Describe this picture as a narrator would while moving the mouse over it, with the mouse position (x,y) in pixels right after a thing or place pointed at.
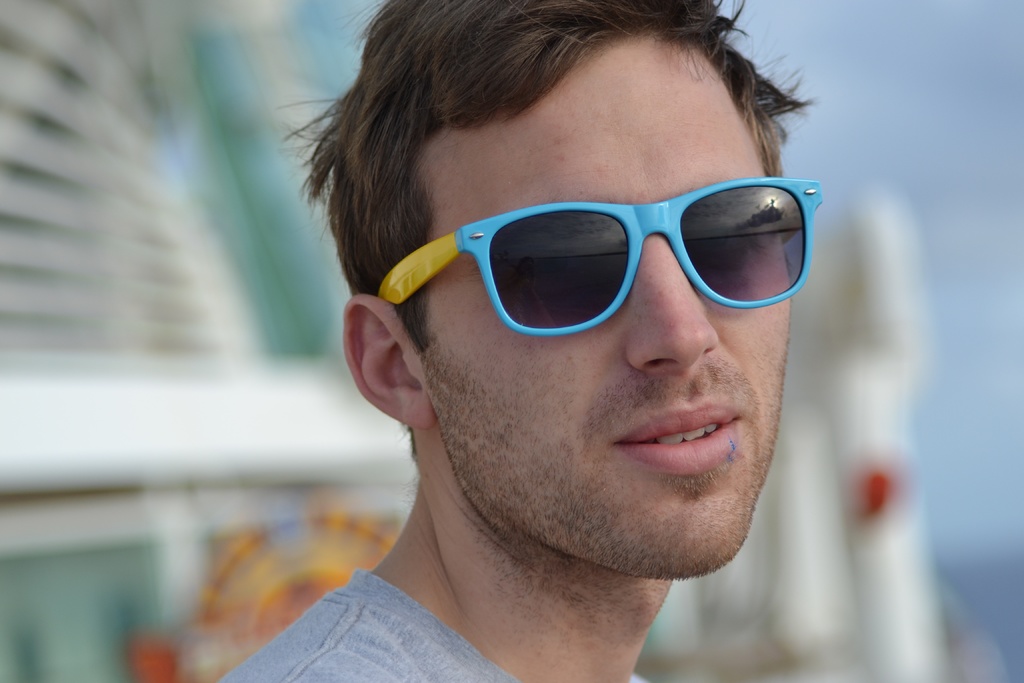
In this image there is a person (629,172) wearing gray color shirt (363,593) and blue color spectacles (526,290). And at the back (783,556) there is a blur background (229,215) and a sky (942,73).
